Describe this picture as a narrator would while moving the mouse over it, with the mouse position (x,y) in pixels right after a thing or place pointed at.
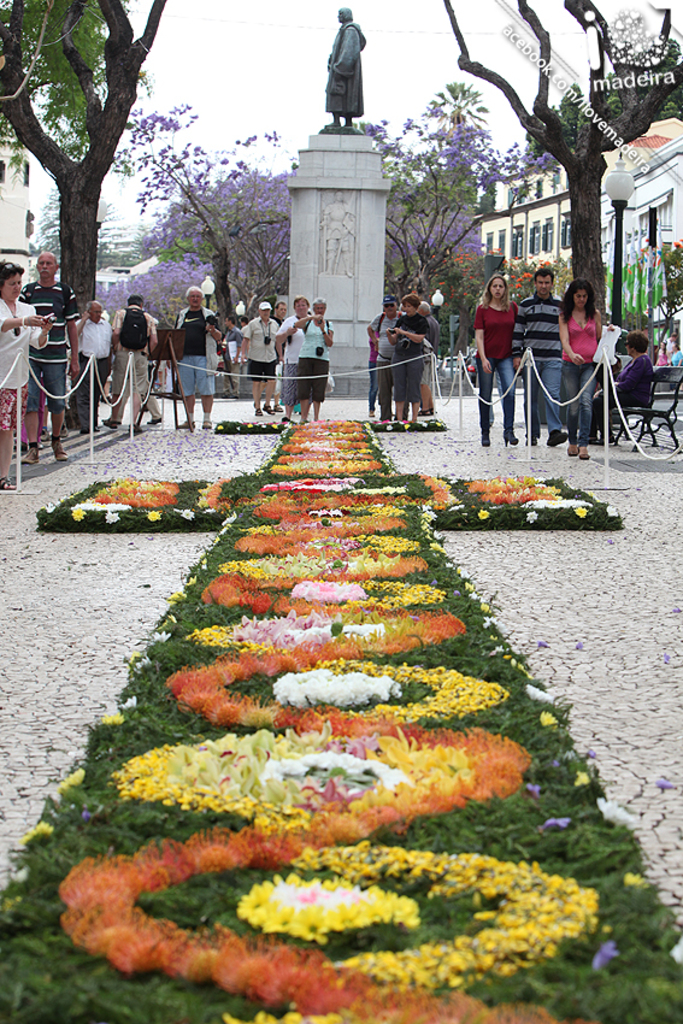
In this image we can see one statue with pillar (312,223), some buildings (645,205), one sculpture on the statue pillar (333,270), one car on the road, some people (483,388) are walking, some people (100,347) are standing, two persons (630,385) sitting on the bench (646,409), one bench (656,413), some people (188,343) are wearing objects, some people (378,345) are holding objects (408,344), three persons (420,351) taking photos with cameras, rope pole barriers (461,395) around the decoration (159,499) on the floor (635,553), at the top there is the sky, some trees (245,253) with flowers (245,263), some trees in the background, ground (152,506) is decorated with flowers (350,541) and grass (356,945). Some text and image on the top right side of the image (680,13).
